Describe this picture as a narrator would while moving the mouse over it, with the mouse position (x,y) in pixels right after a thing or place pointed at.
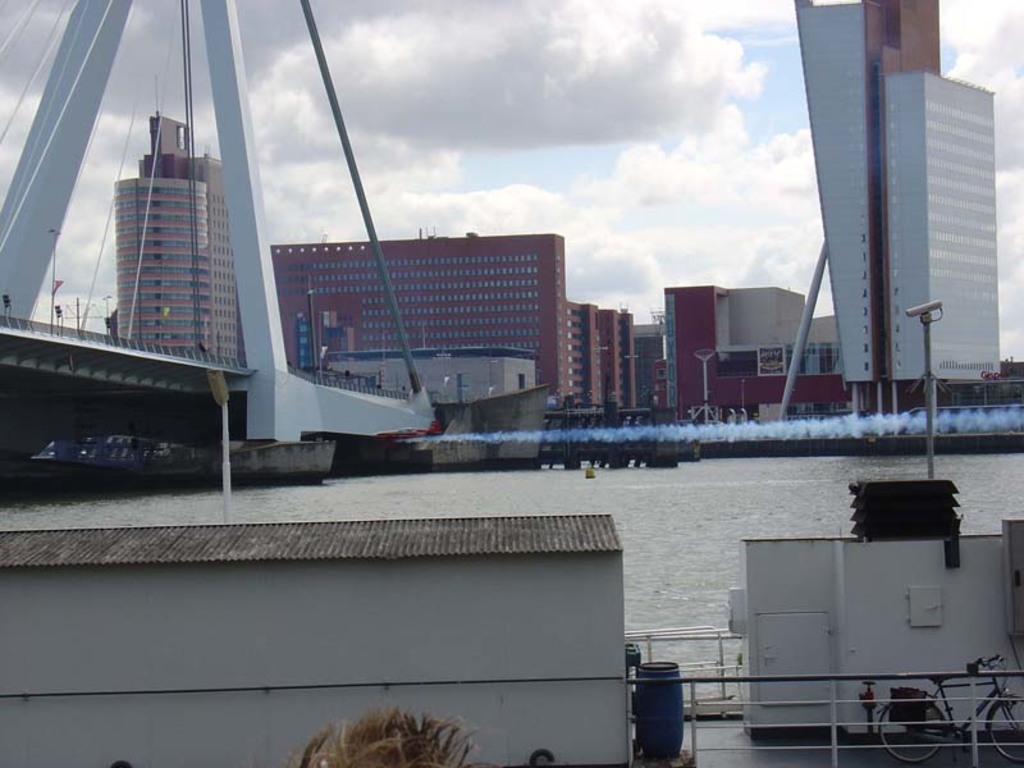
In this picture I can see there is a river (432,514) and there are some buildings (829,161) and there is a bridge (83,361) here on the left (146,141) and the sky (396,24) is cloudy.
